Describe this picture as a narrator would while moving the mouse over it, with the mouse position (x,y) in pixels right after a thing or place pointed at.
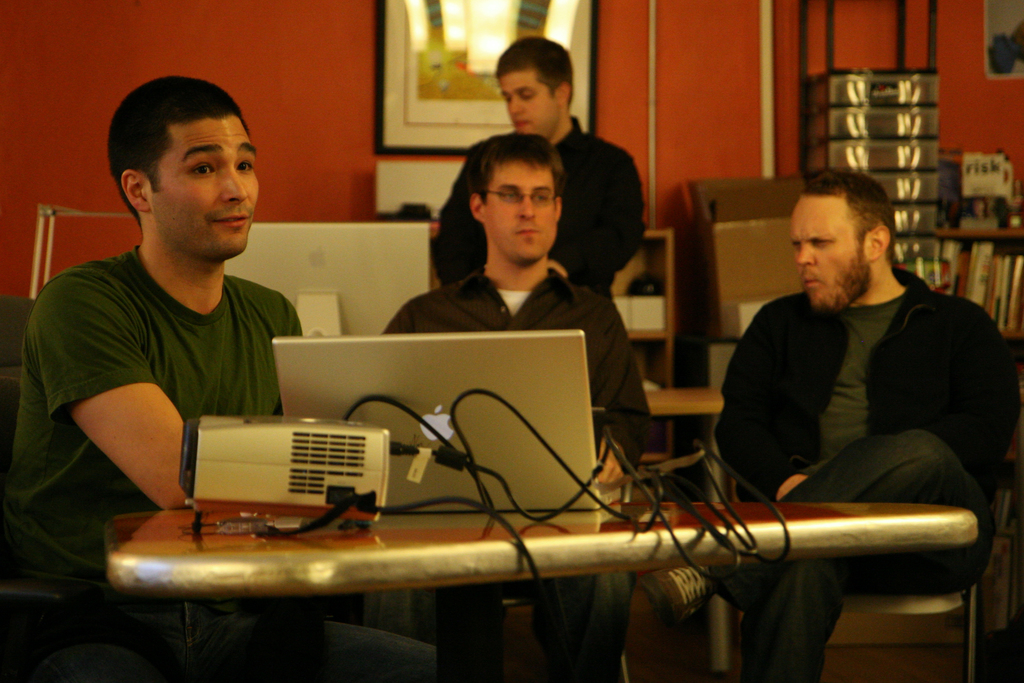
In this picture we can see three men (220,374) sitting on chairs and in front of them we can see a table (238,587) with a laptop (486,357), device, cables (405,408) on it and in the background (561,99) we can see a man (513,108), monitor (329,247), boxes (733,256), books (990,292), frame (589,79) on the wall (178,58), some objects (917,117).
